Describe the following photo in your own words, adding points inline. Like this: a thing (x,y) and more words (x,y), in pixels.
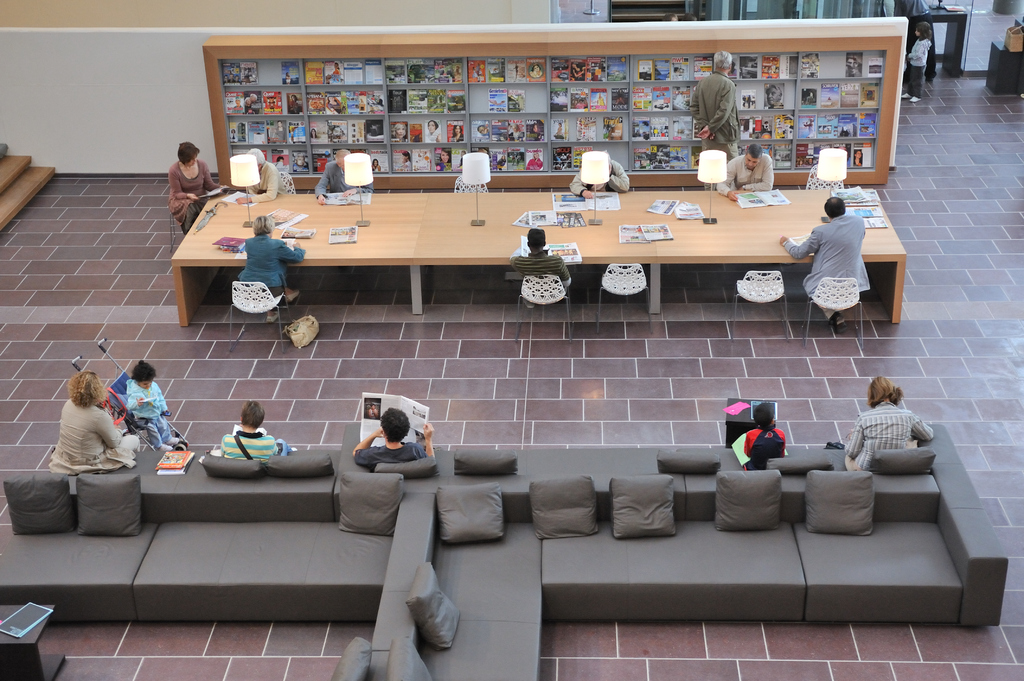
This picture describes about group of people (94,380), some are seated on the sofa (802,490) and some are seated on the chair (551,289). one man (720,69) is standing in front of bookshelf (387,96), in the middle of the image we can see lights (244,163).
